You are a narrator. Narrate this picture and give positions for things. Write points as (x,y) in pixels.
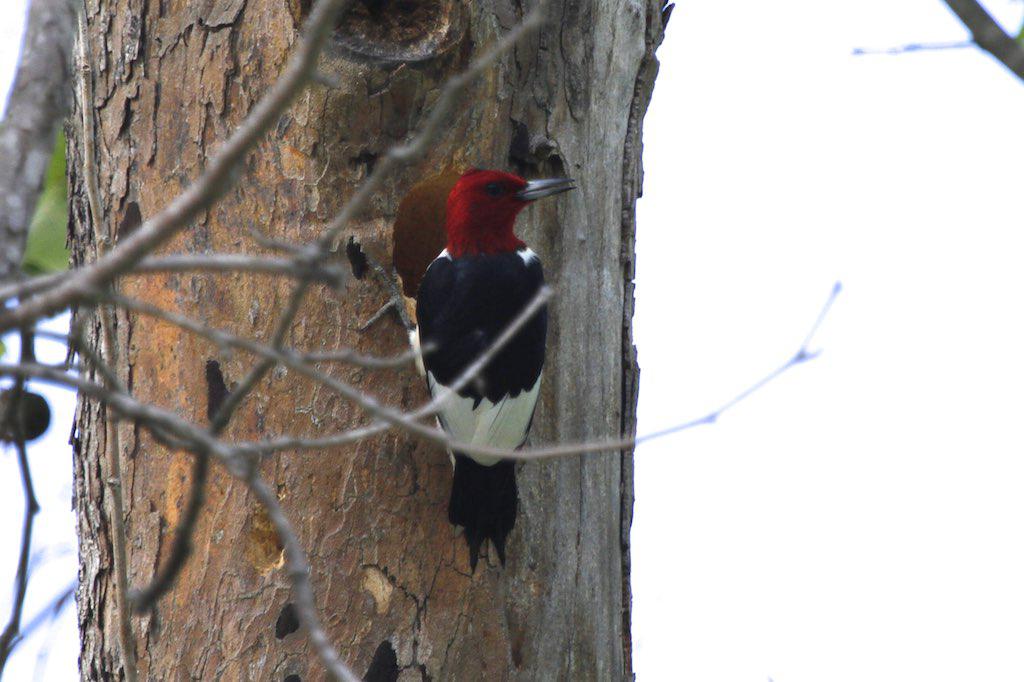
In the middle of the image (357,284) we can see a tree (343,335), on the tree (376,240) we can see a bird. Behind the tree (628,192) we can see the sky (657,323).
